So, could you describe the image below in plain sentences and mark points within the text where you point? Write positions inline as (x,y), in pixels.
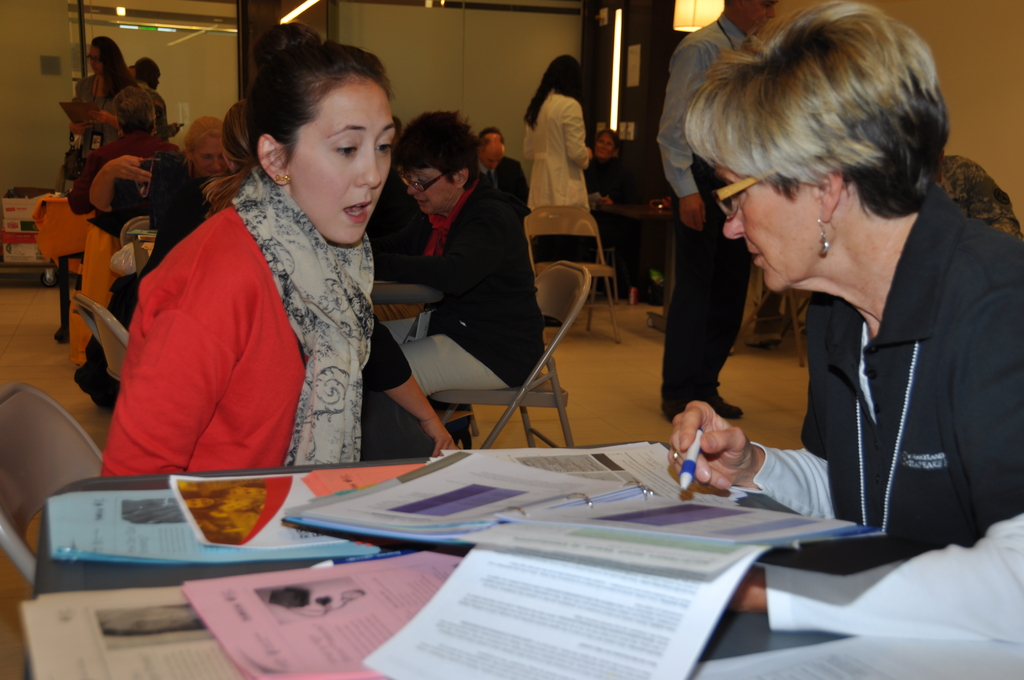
In this picture we can see some people (328,183) are sitting on chairs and some people (702,346) are standing on the floor (791,343). In front of the two people (319,313) there is a table (245,616) and on the table (236,646) there are papers (468,613) and files (479,473). A person (702,460) is holding a pen (686,476). Behind the people (148,197) there is a wall (400,87) and on the right side of the people (354,109) there is a light (616,47).
